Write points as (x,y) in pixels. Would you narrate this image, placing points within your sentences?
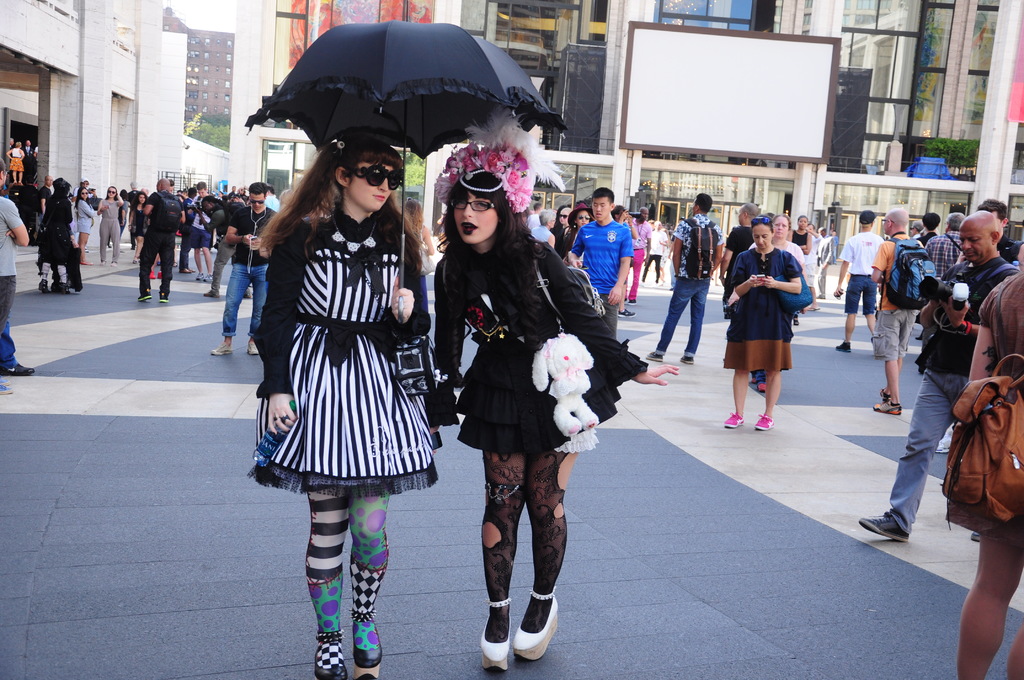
In this image I can see 2 women (396,373) standing and holding an umbrella (295,87). There are other people (993,360) at the back (933,342). There is a white board (806,112) and buildings (574,118) at the back (728,103).
